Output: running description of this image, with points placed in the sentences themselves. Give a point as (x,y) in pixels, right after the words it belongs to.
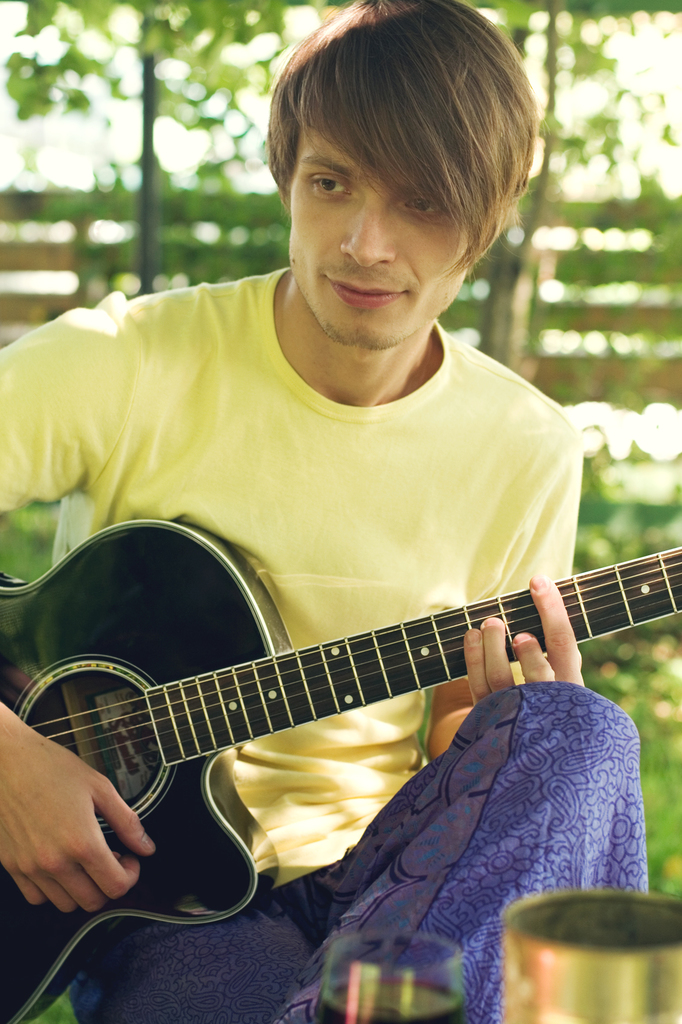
A man (290,792) is sitting and playing guitar (671,593).
